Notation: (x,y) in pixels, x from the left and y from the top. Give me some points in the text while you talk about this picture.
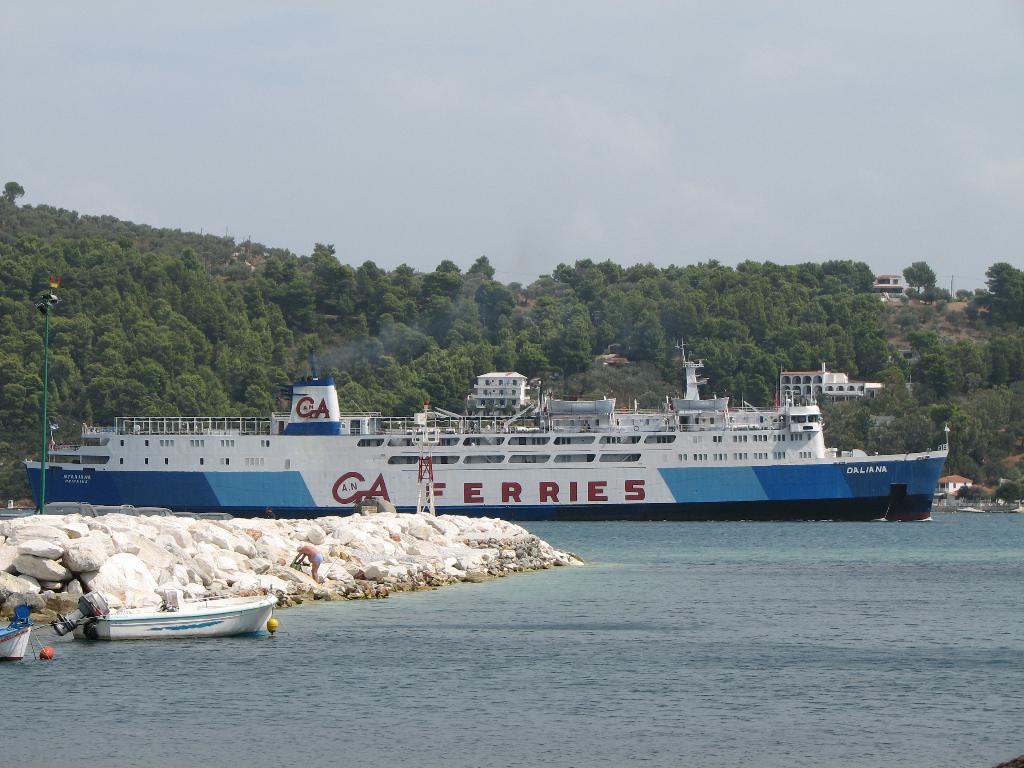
In this image I can see the ship (526,470) on the water (776,729) and I can see few poles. In the background (392,306) I can see few trees (758,338) in green color, buildings (818,379) in white color and the sky (485,86) is in white color.
